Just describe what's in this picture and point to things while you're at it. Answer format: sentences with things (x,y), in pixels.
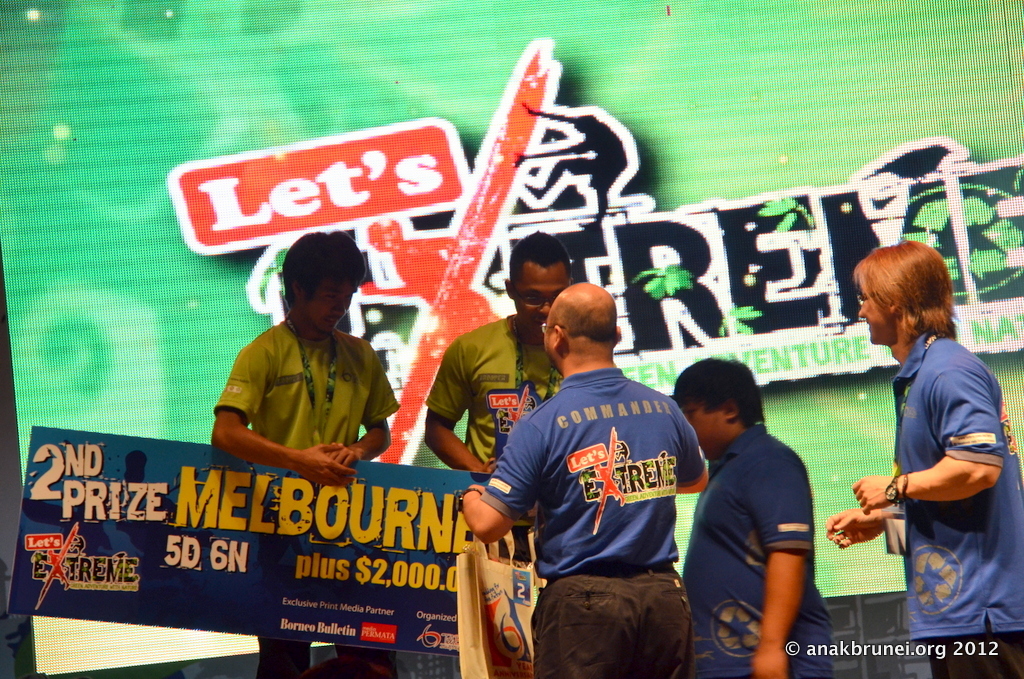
There are people (953,344) in the foreground area of the image (628,389), some of them are holding a poster (454,534) in their hands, there is a screen (359,336) in the background area (756,218) and text (835,641) at the bottom side (880,646).
